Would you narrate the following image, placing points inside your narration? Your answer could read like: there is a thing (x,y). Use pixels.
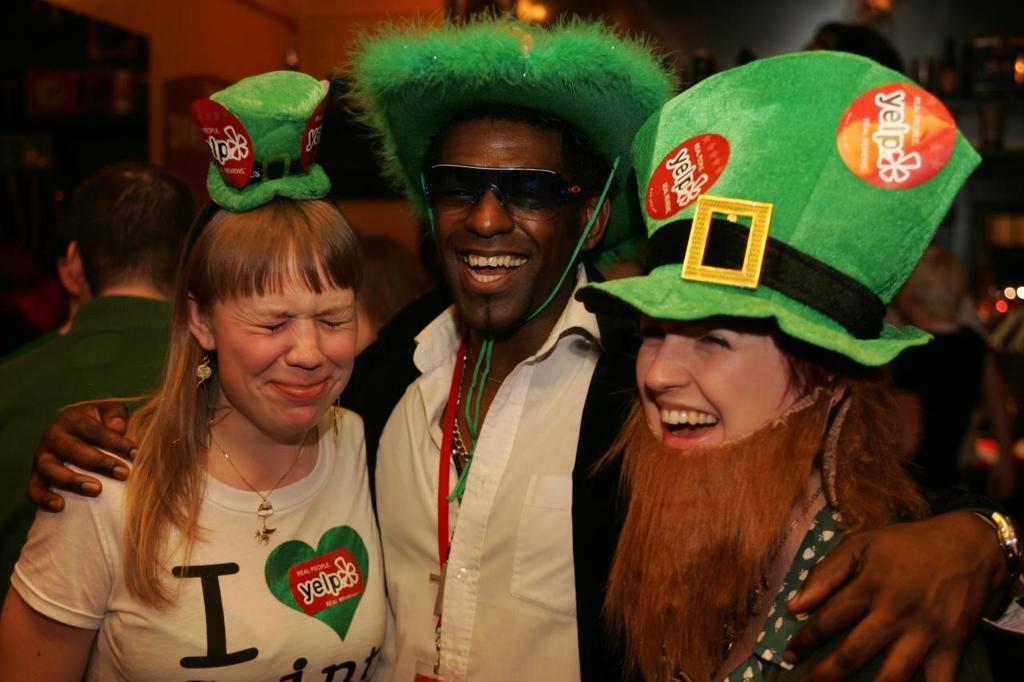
In this image there are two women (385,620) and a man (581,421) standing wearing hats (736,134), in the background (123,336) there are people (926,355) standing and it is blurred.
